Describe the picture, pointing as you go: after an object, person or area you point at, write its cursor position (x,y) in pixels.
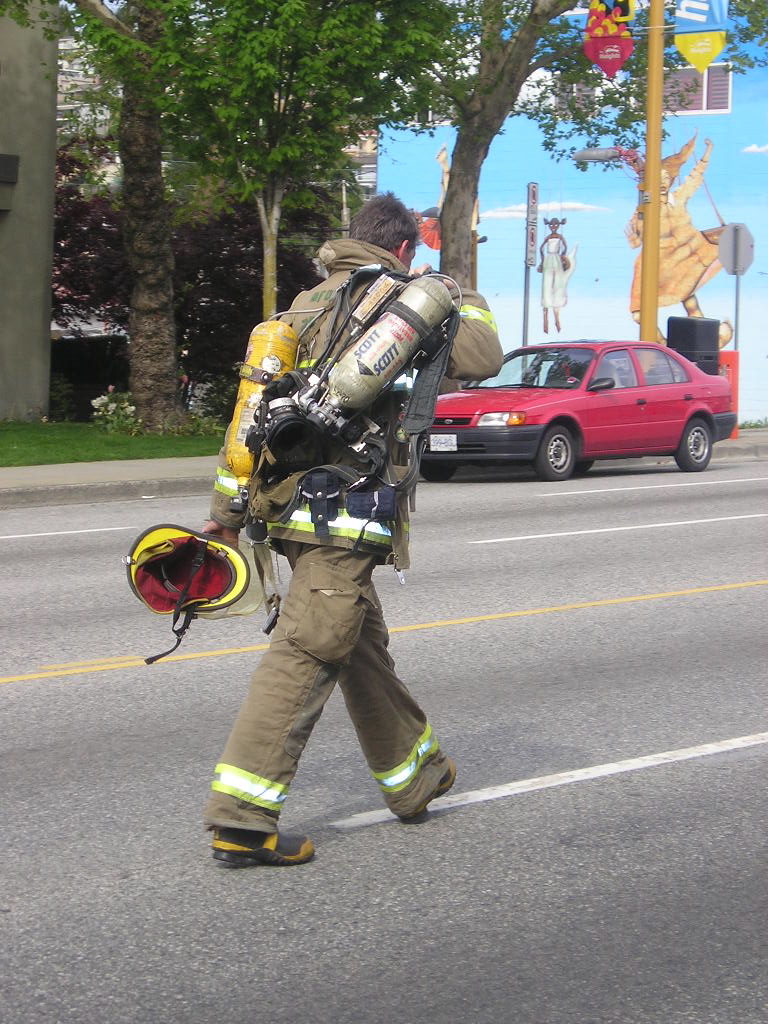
In the image there is a firefighter (312,537) walking on the road (488,812), in the back (631,361) there is a car (620,360) on the side of the footpath (24,485) with trees (204,229) and building (589,188) behind it.
